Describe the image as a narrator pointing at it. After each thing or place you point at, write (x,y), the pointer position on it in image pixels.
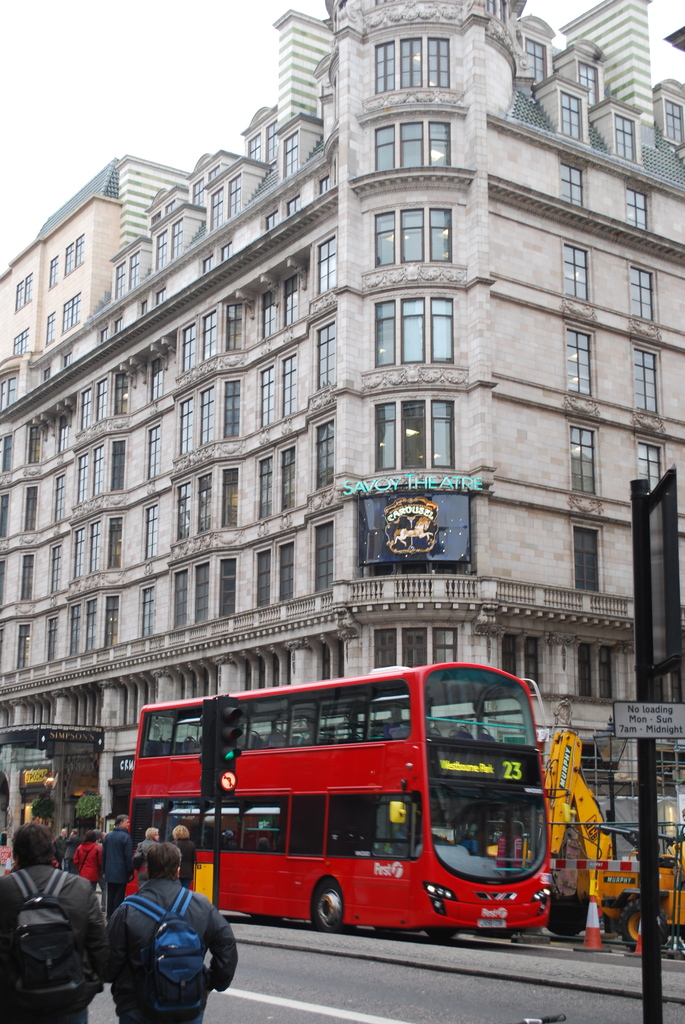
In the center of the image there is a bus (450,906) on the road (451,951). On the left side of the image (29,851) there are people (188,848) walking on the road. On the right side of the image (614,884) there is a crane (598,886). There is a traffic cone (591,898). There are traffic signals (227,754). In the background of the image (494,637) there are buildings (281,185) and sky (137,41).
